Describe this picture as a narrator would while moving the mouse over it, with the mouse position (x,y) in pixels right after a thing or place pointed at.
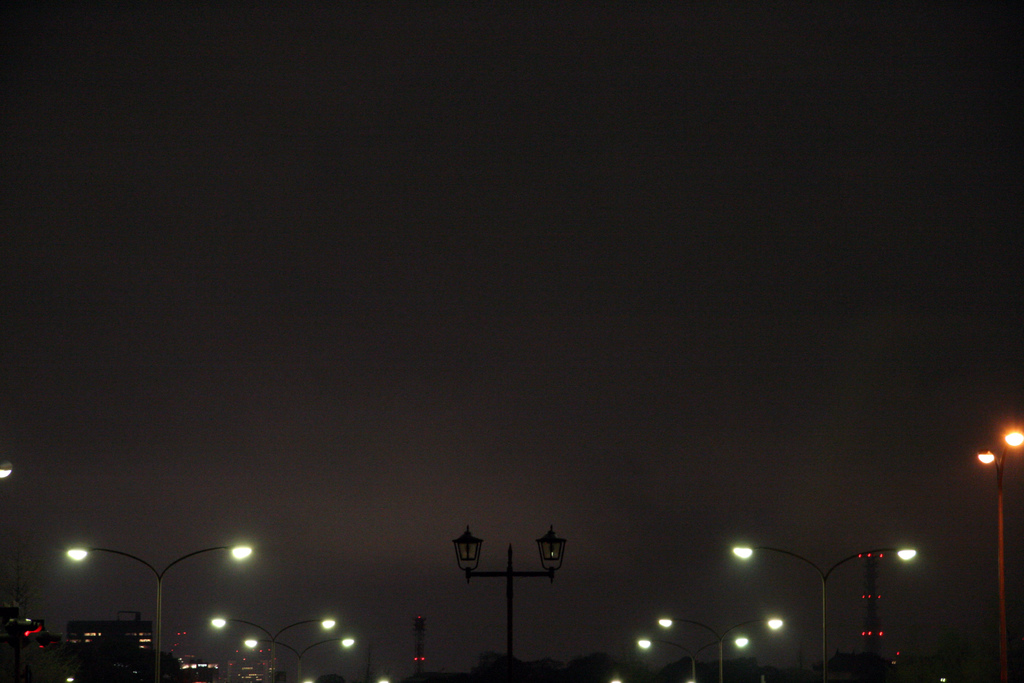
In this picture we can see some poles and lights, on the left side (98,662) there is a building (117,664), we can see a tower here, there is the sky (584,282) at the top of the picture (998,215).
